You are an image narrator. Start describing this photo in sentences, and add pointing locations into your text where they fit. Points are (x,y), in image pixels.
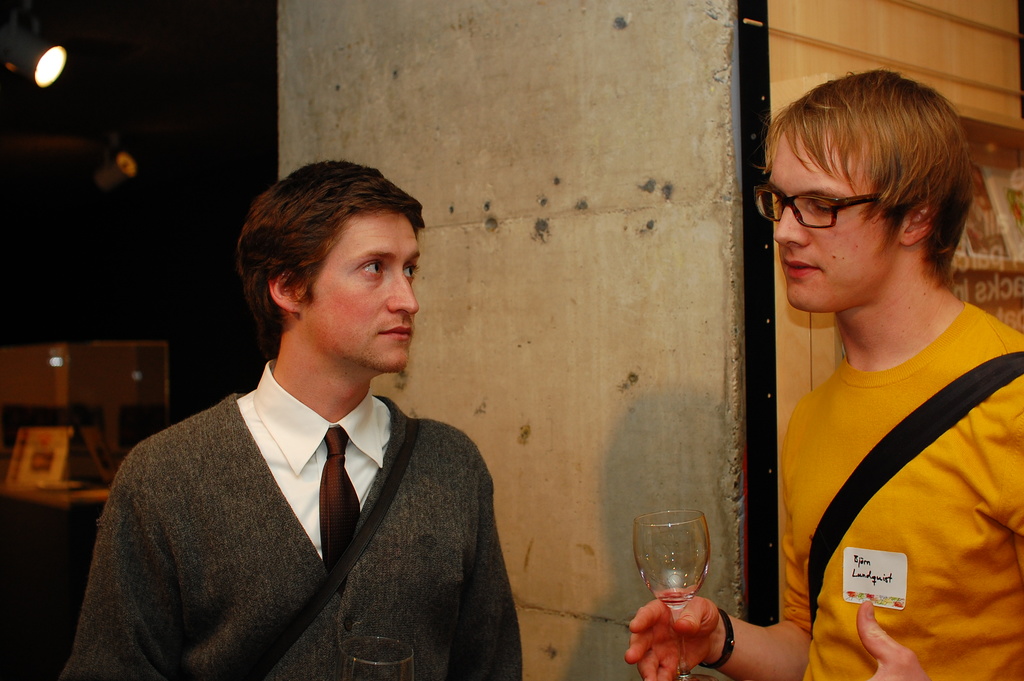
In this image there are persons (805,567) standing. On the right side (860,525) there is a man (875,508) standing and holding a glass (699,587) in his hand (669,617). In the background (524,246) there is a wall (530,203) and there are lights (32,64) and there are objects (50,453) which are white in colour.
